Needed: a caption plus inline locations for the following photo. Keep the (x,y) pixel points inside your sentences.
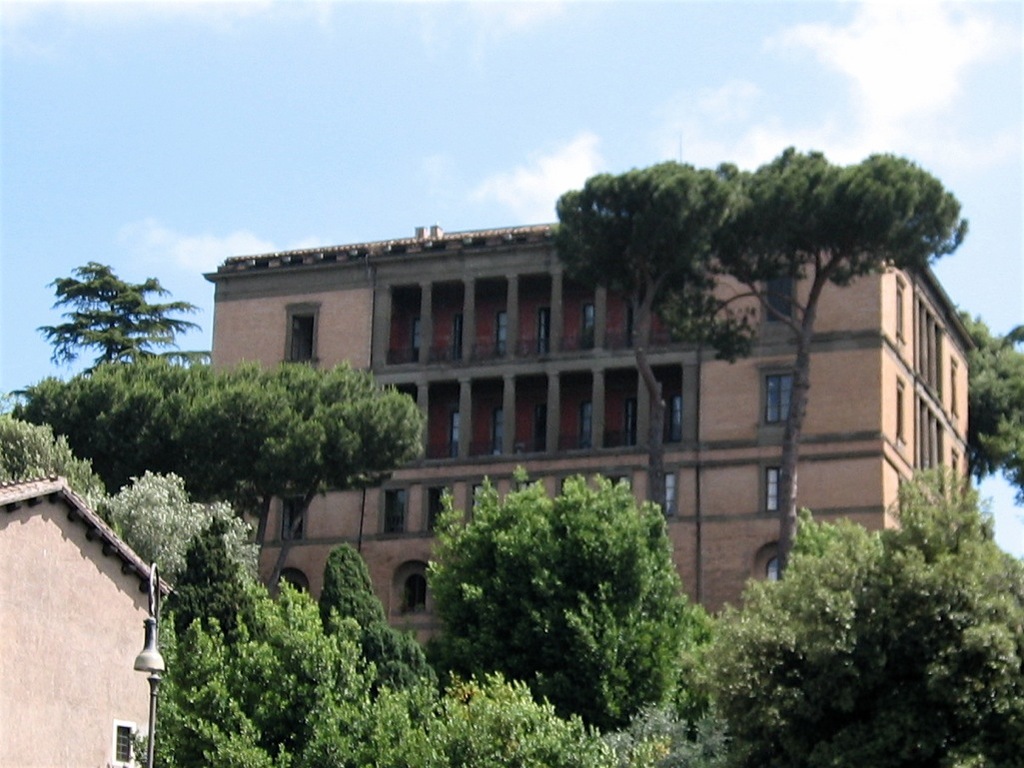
In this image I can see many trees (658,614). To the left (61,640) I can see the house (33,692) with light (140,667). In the background (336,323) I can see the building (427,342) with windows (539,342), clouds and the sky (331,148).
